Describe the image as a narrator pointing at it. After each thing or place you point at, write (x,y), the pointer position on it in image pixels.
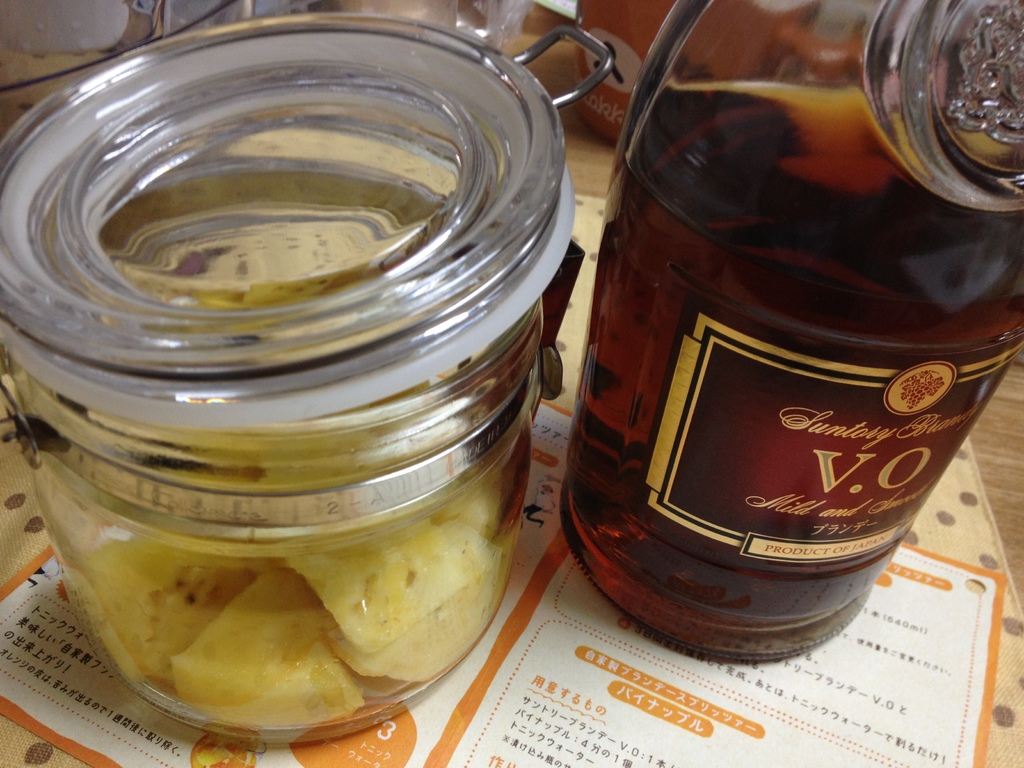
In this picture I can see there is some wine (765,283) in the wine bottle (762,310) and there is a jar (176,527) of food (267,573) placed on a table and there is a menu card (608,724) placed. In the backdrop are few objects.
